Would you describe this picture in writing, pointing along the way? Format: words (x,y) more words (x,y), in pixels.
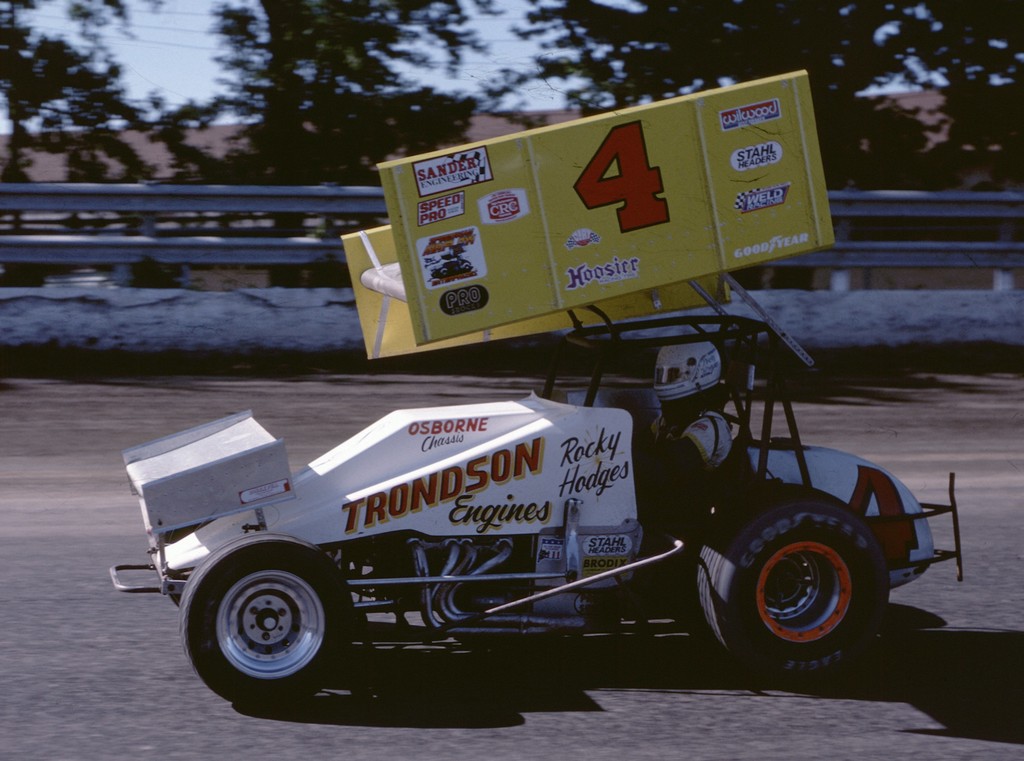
In this image there is a person (657,427) riding a racing car (549,471) with sponsor boards (655,255) on top of it, beside the car (572,257) there is a metal rod fence (255,256) on the concrete wall (806,311), behind that there are trees (343,148), cables (168,39) and a building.
